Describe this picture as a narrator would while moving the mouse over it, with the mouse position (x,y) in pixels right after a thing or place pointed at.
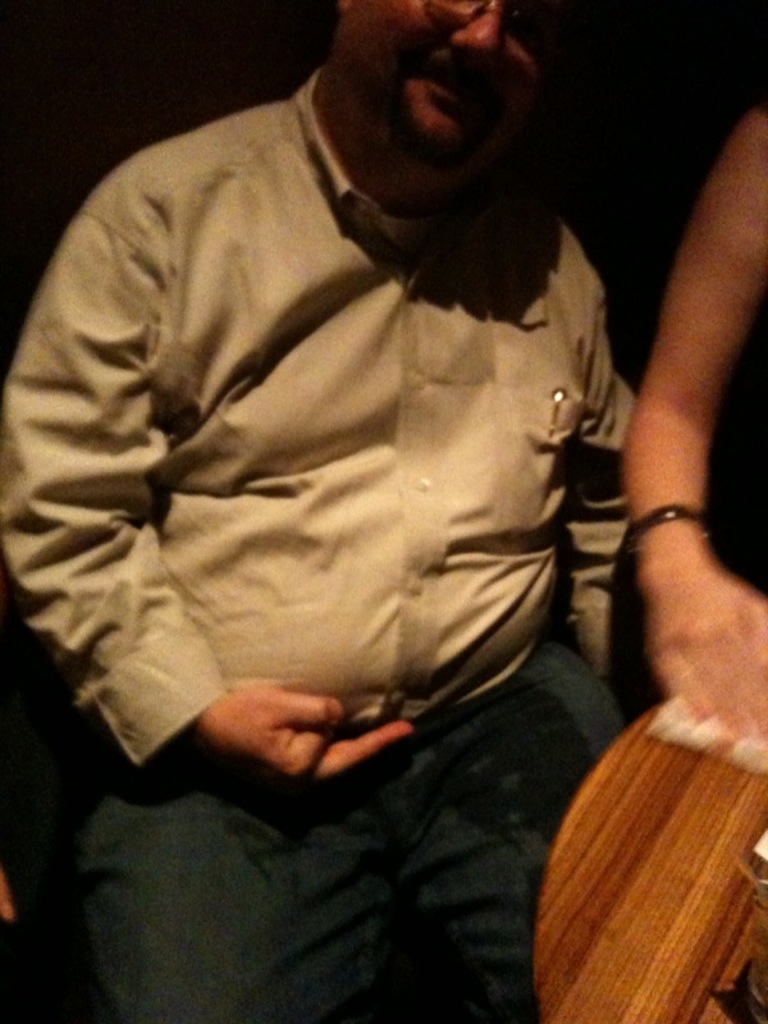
we can see in the picture that man (267,410) who is wearing a beige shirt (311,478) and dark blue jeans (311,816) and who is holding a pen (557,413) in his shirt (532,402), he is smiling. Beside him we can even see a hand (685,521) of another person (672,645).
